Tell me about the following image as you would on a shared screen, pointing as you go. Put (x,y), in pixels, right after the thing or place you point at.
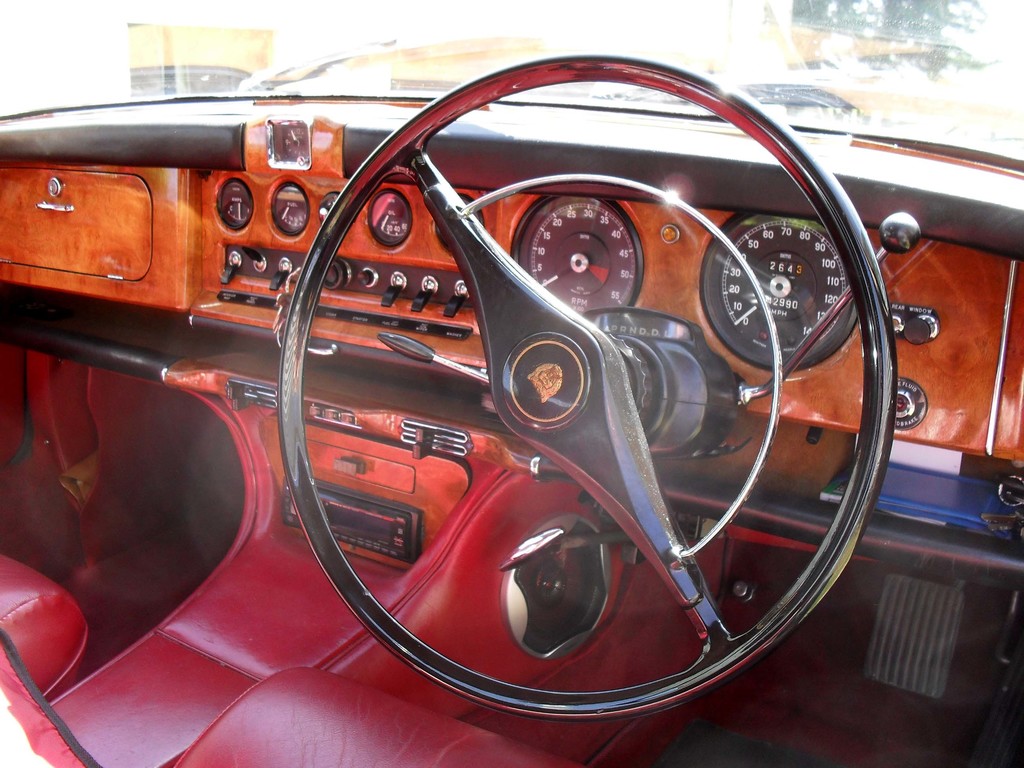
This picture describes about inside view of a car (338,380), in this we can find a steering wheel (423,155), seats (258,688) and other things (587,249).
